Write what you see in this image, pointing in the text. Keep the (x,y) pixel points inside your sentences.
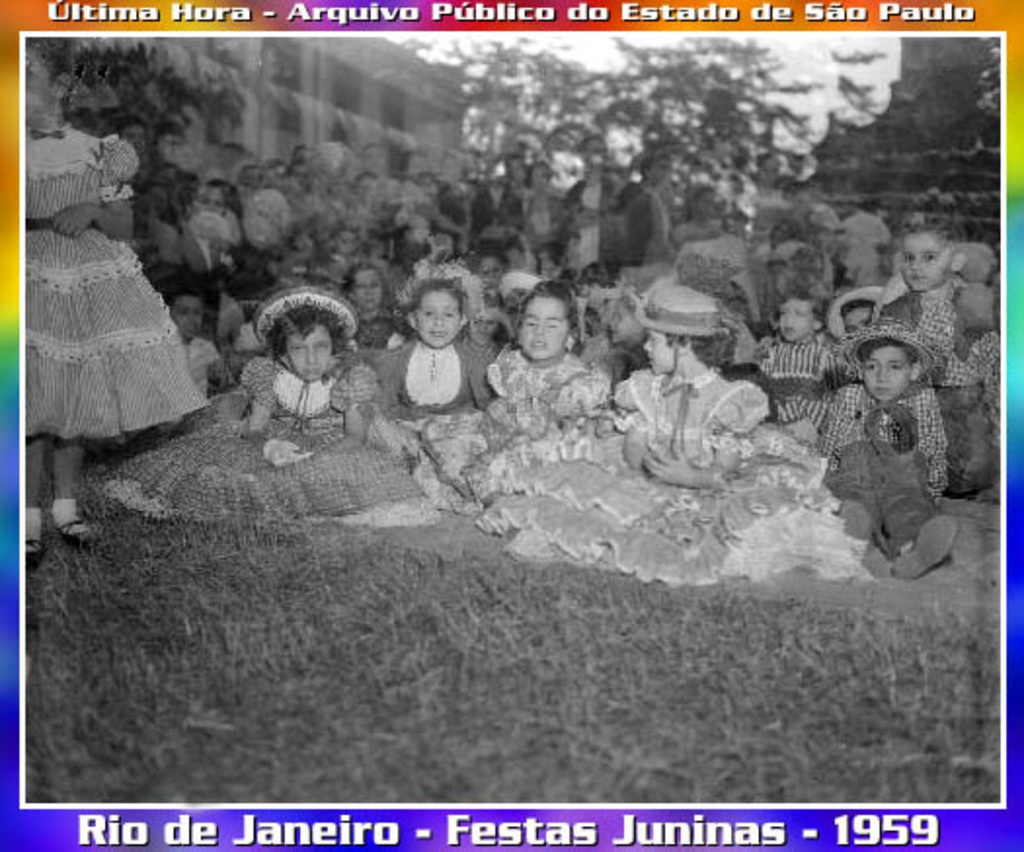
This is a black and white image and it is edited. In this image I can see the grass (261,724) on the ground (211,667). In the middle of the image (530,450) a crowd of children (411,471) are sitting on the ground (202,593) and few people (33,343) are standing. In the background (594,128) there are trees (577,115) and a building (405,99). At the top (195,15) and bottom of the image (456,826) I can see some text (305,823).
